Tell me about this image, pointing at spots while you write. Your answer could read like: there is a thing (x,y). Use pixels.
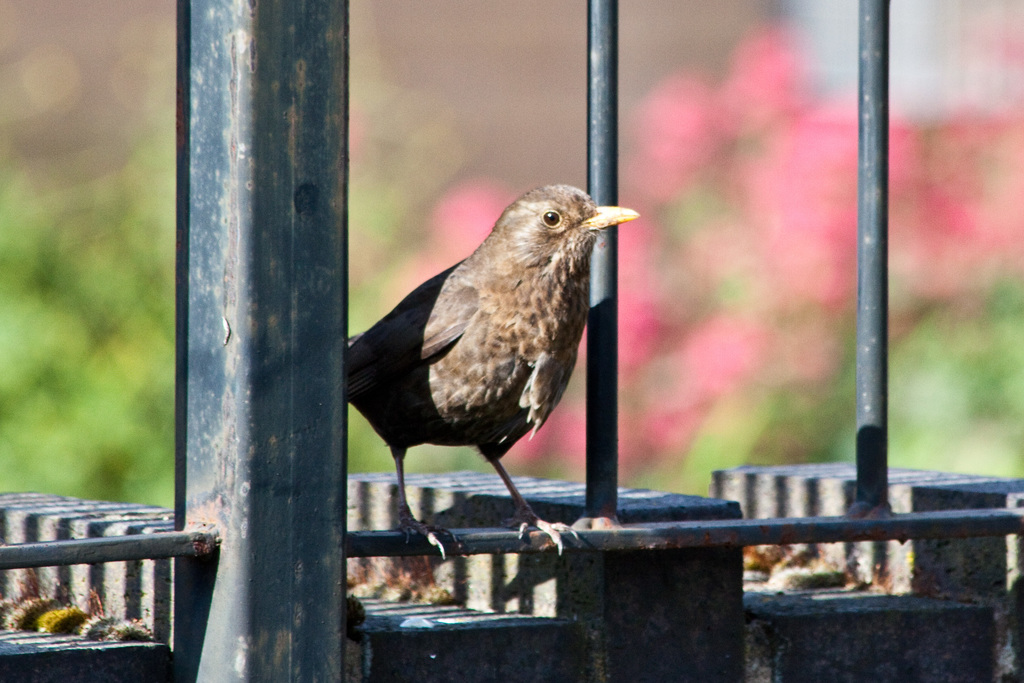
In this picture there is a bird (537,307) standing on the rod (595,538). In the foreground (714,536) there is a railing (312,225). At the back (84,255) there are flowers (890,227) and trees (150,176) and the image is blurry.
